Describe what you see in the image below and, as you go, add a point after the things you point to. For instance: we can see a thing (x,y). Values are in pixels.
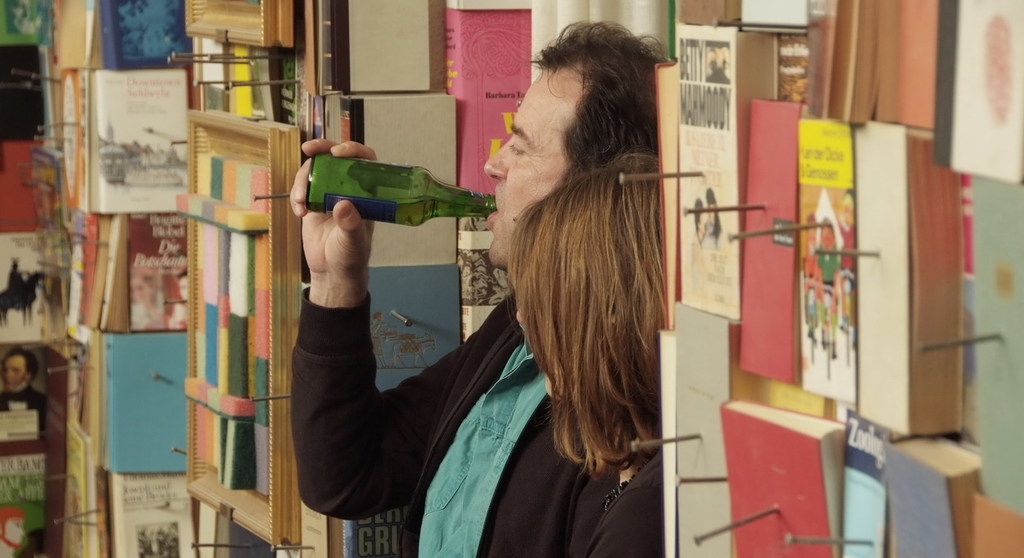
In this image I can see two people (514,229). Among them one person (504,220) is holding the bottle (419,194). Around them there are books (159,383) and the needles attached to the wall (858,277).
